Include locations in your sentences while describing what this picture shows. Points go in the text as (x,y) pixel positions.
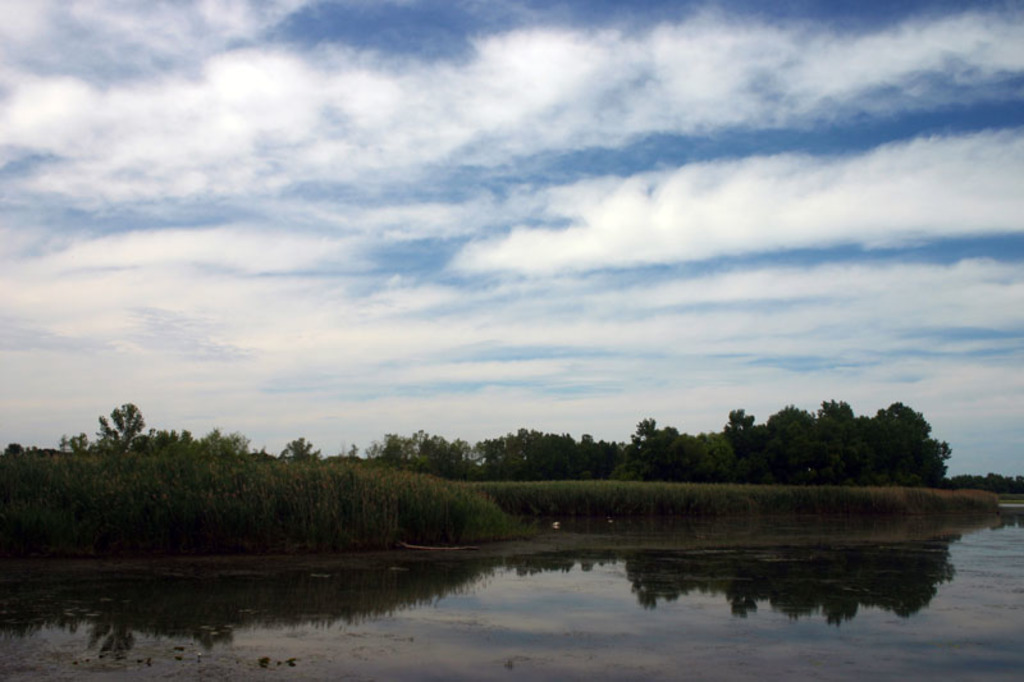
In this image at front (383,564) there is water (338,583) and grass (395,507). At the background (576,475) there are trees (734,454). At the backside of the image (475,290) there is sky (474,277).
